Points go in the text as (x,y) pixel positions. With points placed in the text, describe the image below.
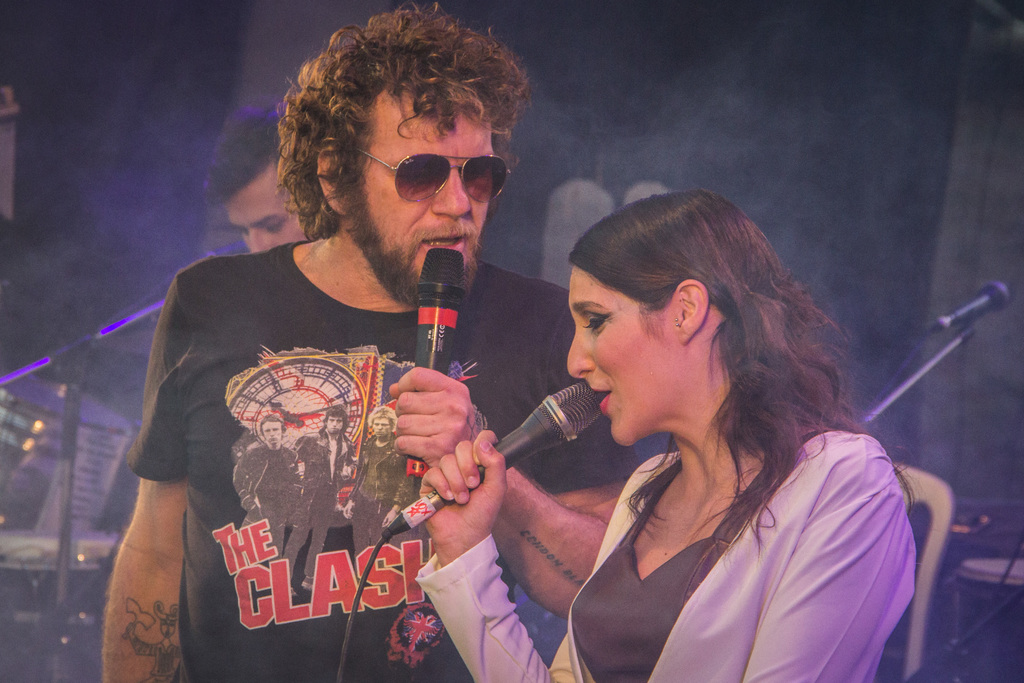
In the center of this picture (457,388) there is a man (364,270) wearing black color t-shirt (315,347), holding a microphone (423,318) and standing and we can see a woman (699,601) holding a microphone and standing. In the background (586,150) we can see the musical instruments (22,498), microphone (992,294), chair (928,493), a person (232,156) and a curtain (851,345) and some other objects (78,426) and we can see the text (383,566) and pictures (349,446) of some persons (344,466) on the t-shirt (273,546) of a man (286,649).
